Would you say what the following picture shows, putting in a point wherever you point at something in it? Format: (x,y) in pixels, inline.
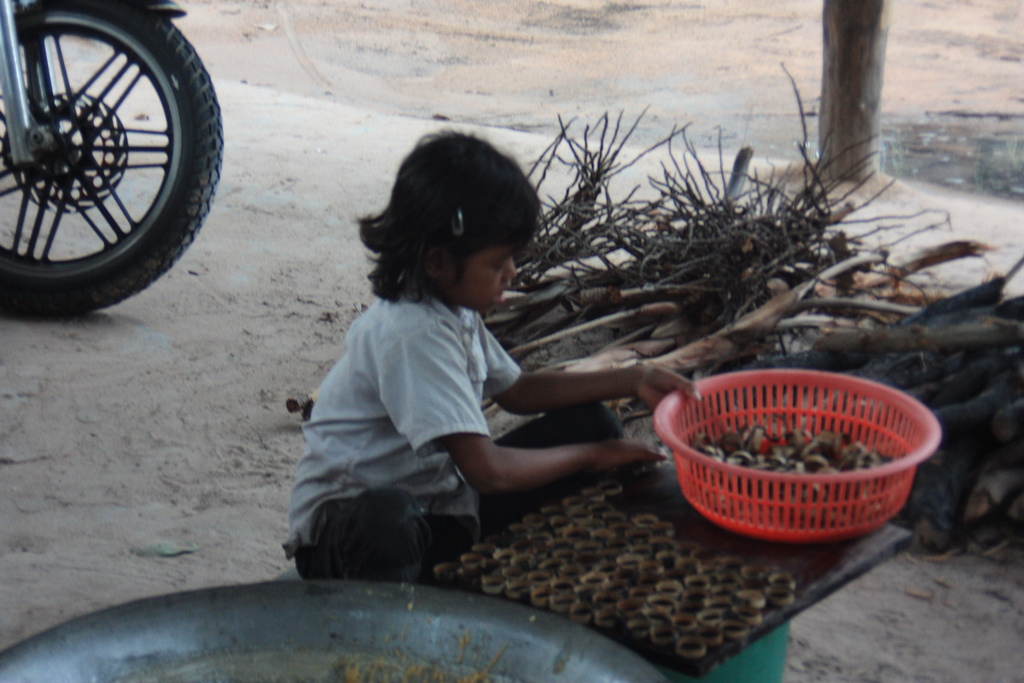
In this image we can see a girl (454,423) and in front of her there are some objects (883,553) and to the side we can see some wooden sticks (766,325) and we can see a motorbike wheel (162,130).
